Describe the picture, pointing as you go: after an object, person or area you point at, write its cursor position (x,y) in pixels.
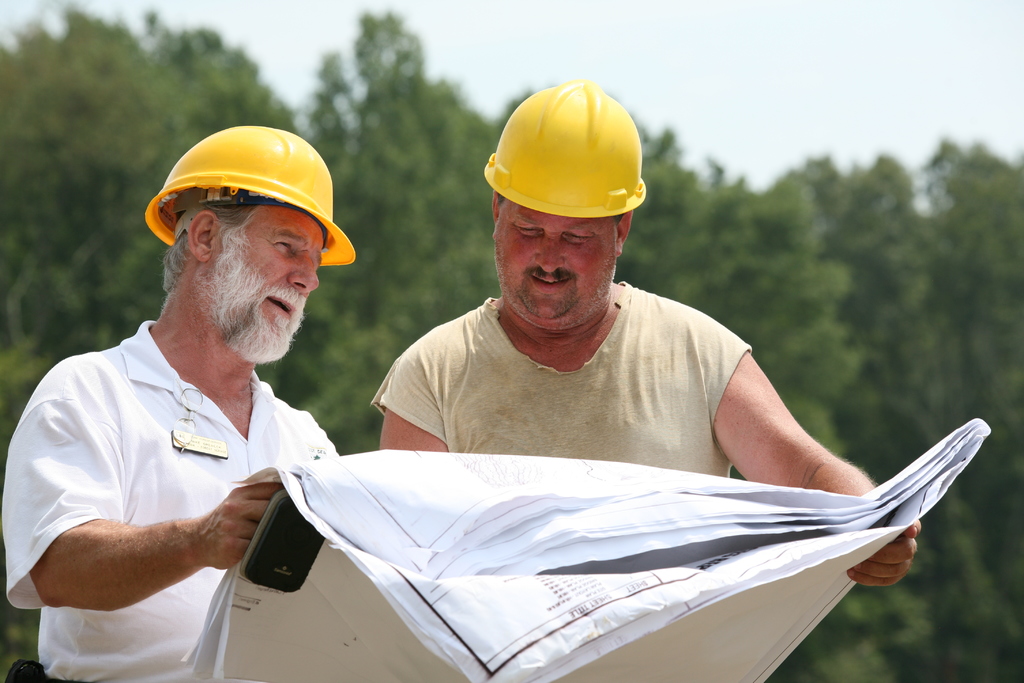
In this image I can see a person (133,387) wearing white colored shirt (118,457) and another person (539,414) wearing cream colored shirt (587,416) and yellow colored helmets (584,127) are standing and holding papers (489,595) in their hands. In the background (413,233) I can see few trees (394,220) and the sky (694,101).
